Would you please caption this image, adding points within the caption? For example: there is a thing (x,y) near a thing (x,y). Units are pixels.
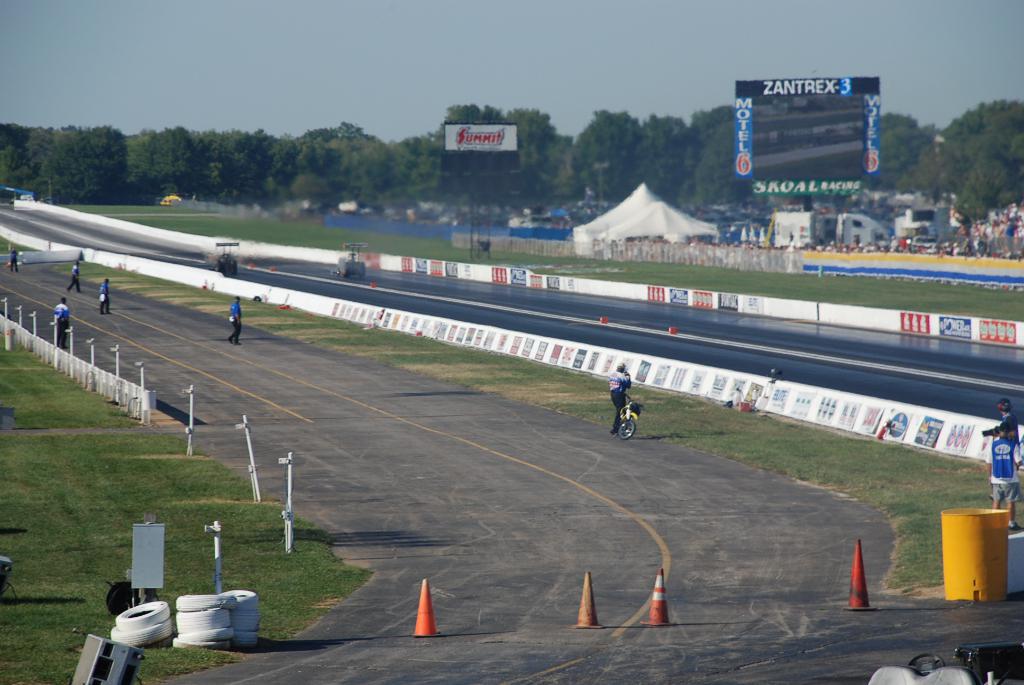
In this picture we can see grass (176,453) at the left bottom (58,471), there are some people (229,334) walking in the middle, in the background (497,177) we can see tree (625,157), a screen (779,154), tents (690,225) and fencing (782,256), on the right side (1010,446) there are two persons (1006,461) standing, we can see traffic cones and tyres (227,615) at the bottom (209,626), a person (615,403) in the middle (625,403) is holding a motorbike (628,399), we can see two vehicles (354,265) in the middle (349,278), there is a hoarding (494,138) and the sky (506,30) at the top of the picture (472,30), at the right bottom (1000,553) there is a barrel (1000,562).
